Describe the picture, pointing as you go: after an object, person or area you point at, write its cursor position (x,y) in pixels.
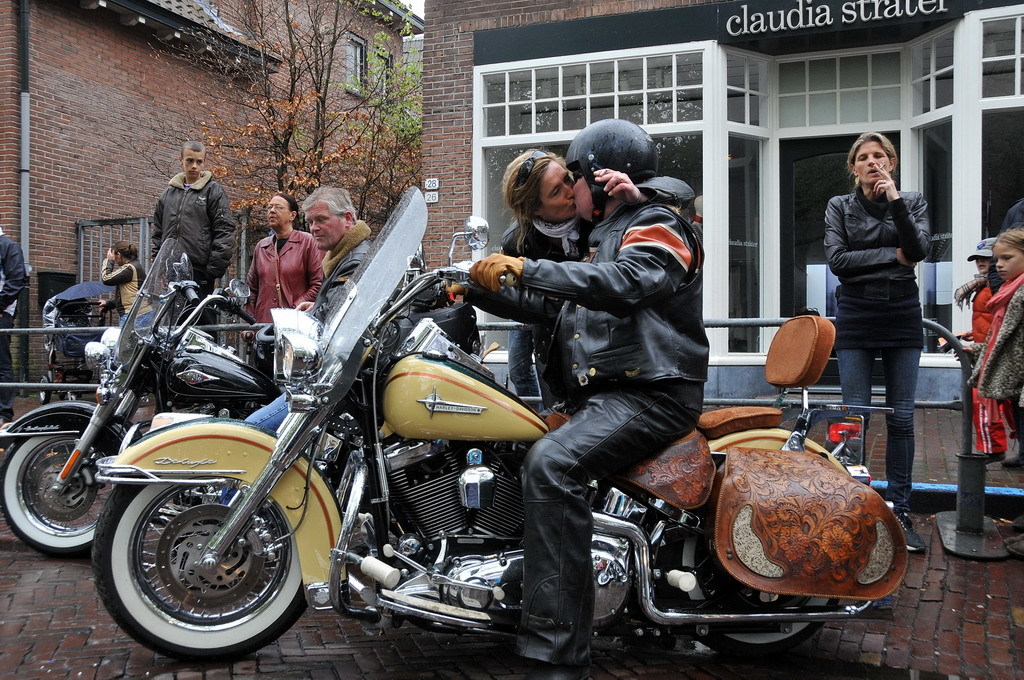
As we can see in the image there are buildings (91,119), trees (279,45), few people (222,209) here and there and motorcycles (241,391).
